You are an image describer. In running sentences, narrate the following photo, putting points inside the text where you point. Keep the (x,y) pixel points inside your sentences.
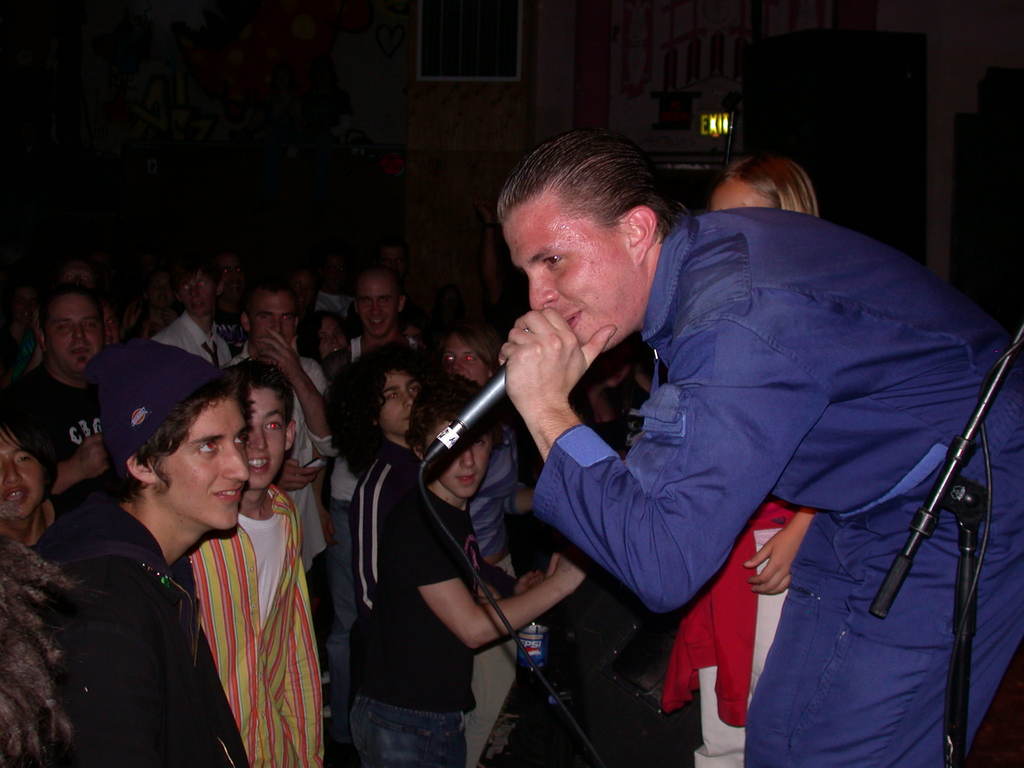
In this image i can see a man (755,382) holding micro phone (474,415) at the back ground (456,413) i can see few other persons (322,427) and a door (421,205).
